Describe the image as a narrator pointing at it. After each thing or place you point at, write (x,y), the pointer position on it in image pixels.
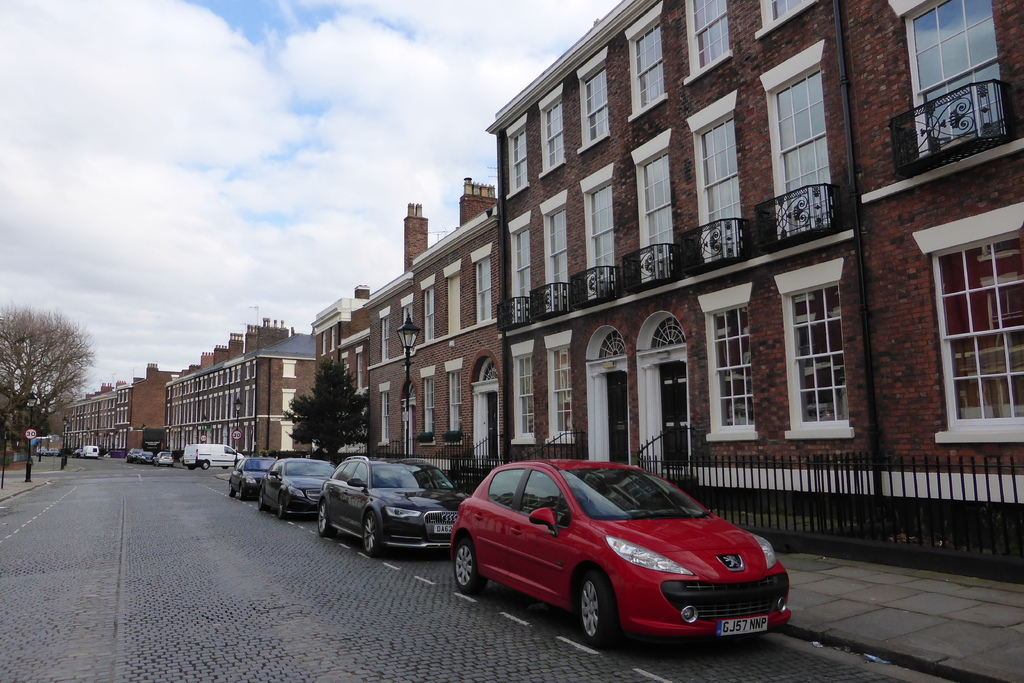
In this image I can see vehicles (652,617) on the road (288,560), at right (755,282) I can see buildings (707,293) in brown color, light poles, trees (345,400) in green color, at top (239,42) sky (271,75) is in blue and white color.
